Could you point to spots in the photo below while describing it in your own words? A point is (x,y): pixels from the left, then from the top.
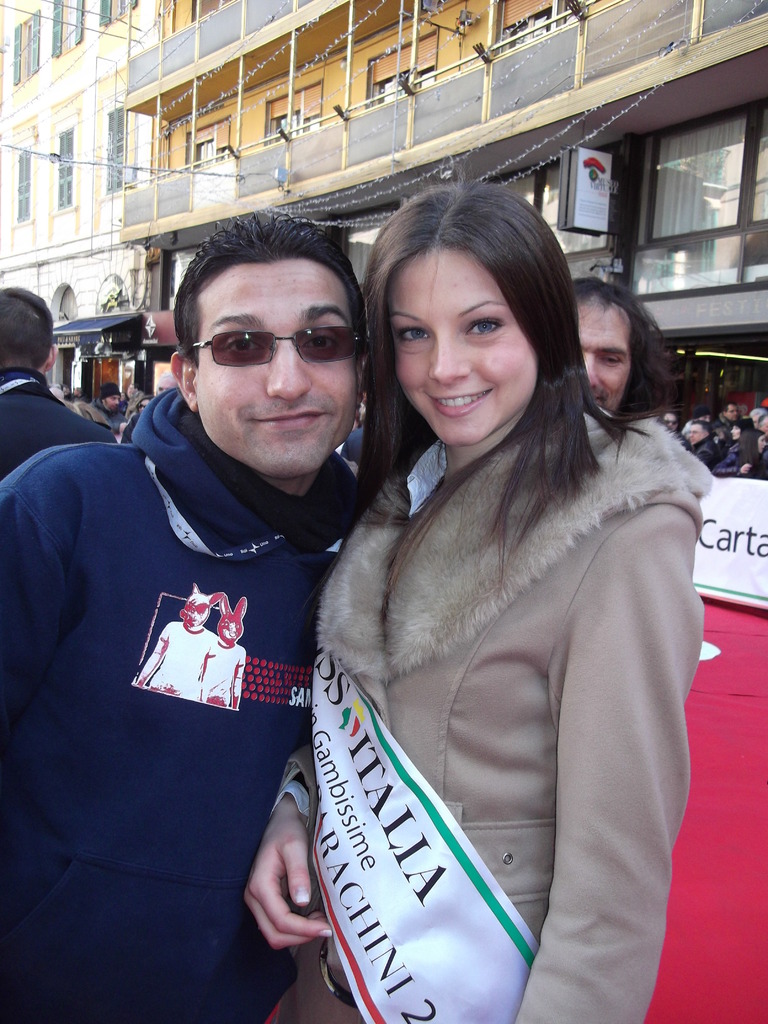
In this image I can see two persons (392,518). The person (603,539) at right (565,534) wearing cream jacket (592,544) and the person (179,632) at left (140,657) wearing blue jacket (29,684), at the back (75,374) I can see few other persons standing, building (357,32) in yellow color and a white color board (603,185) attached to a pole (619,178).
